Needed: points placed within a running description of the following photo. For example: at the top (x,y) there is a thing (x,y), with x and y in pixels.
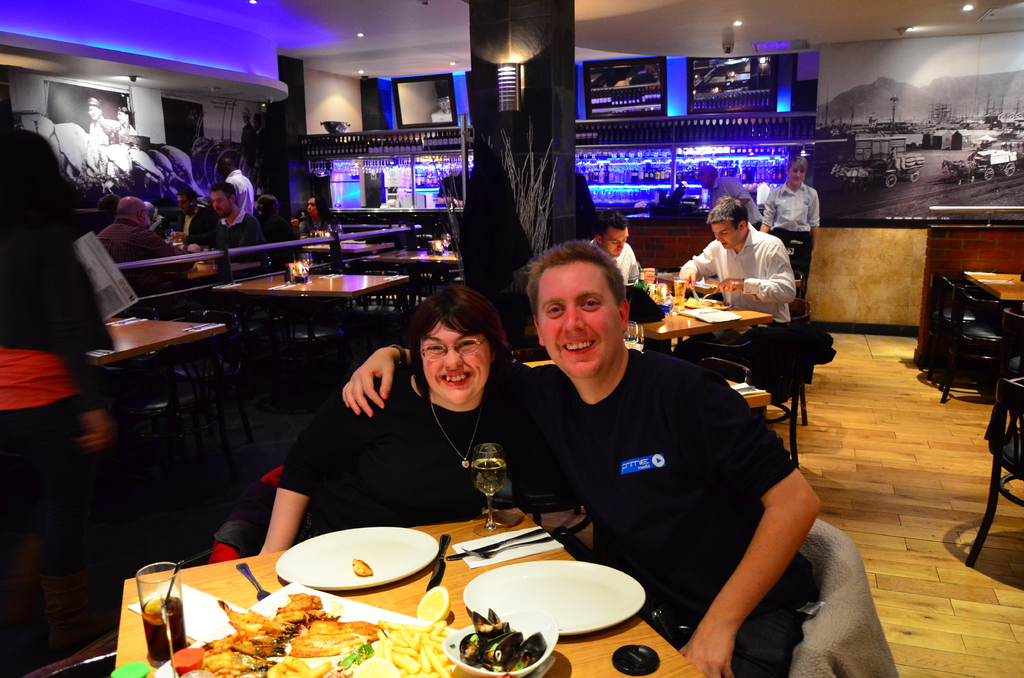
Few people (336,405) in a bar (892,235). In the front, there are a man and a woman (404,469). They are sitting at a table (424,589). There is a wine glass (488,495) and glass (146,587) with cocktail (172,607). And on a plate (349,613) there is food (371,639). There are two empty plates (382,582) in front of them. The bar (284,171) is well illuminated. The bar counter (601,160) is in neon blue. There are wallpapers (192,142) at either side of the bar (464,95). There are some people (196,227) sitting at left of the image (297,230). There are two men (726,239) in white shirt (701,268) are sitting in the middle of the bar (833,252) at a table (683,302).
